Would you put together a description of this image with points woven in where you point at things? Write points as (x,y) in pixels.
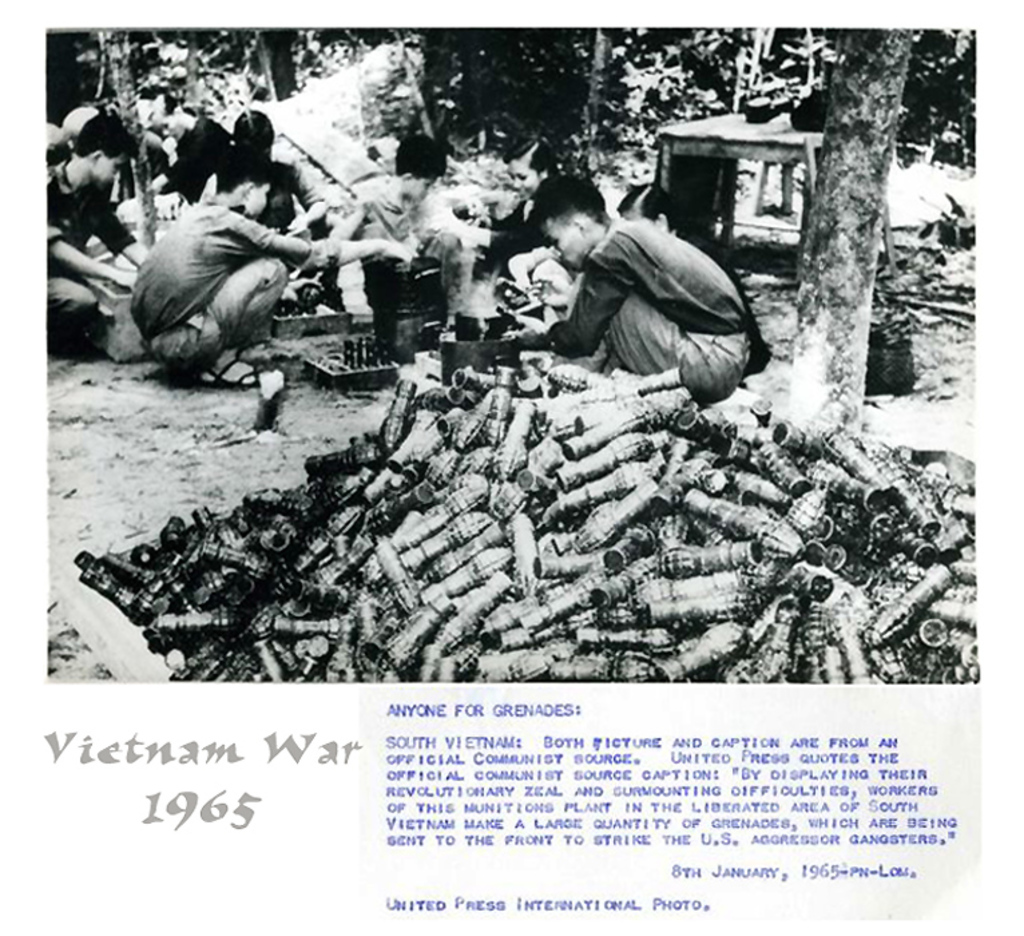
In the image there are grenades (648,469) on the floor (60,531). And also there are few people (622,268) sitting. In front of them on the ground (357,329) there are few items (343,314). In the background (896,84) there are trees (871,120) and also there is a table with a few items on it. At the bottom of the image (132,738) there is something written on it.
